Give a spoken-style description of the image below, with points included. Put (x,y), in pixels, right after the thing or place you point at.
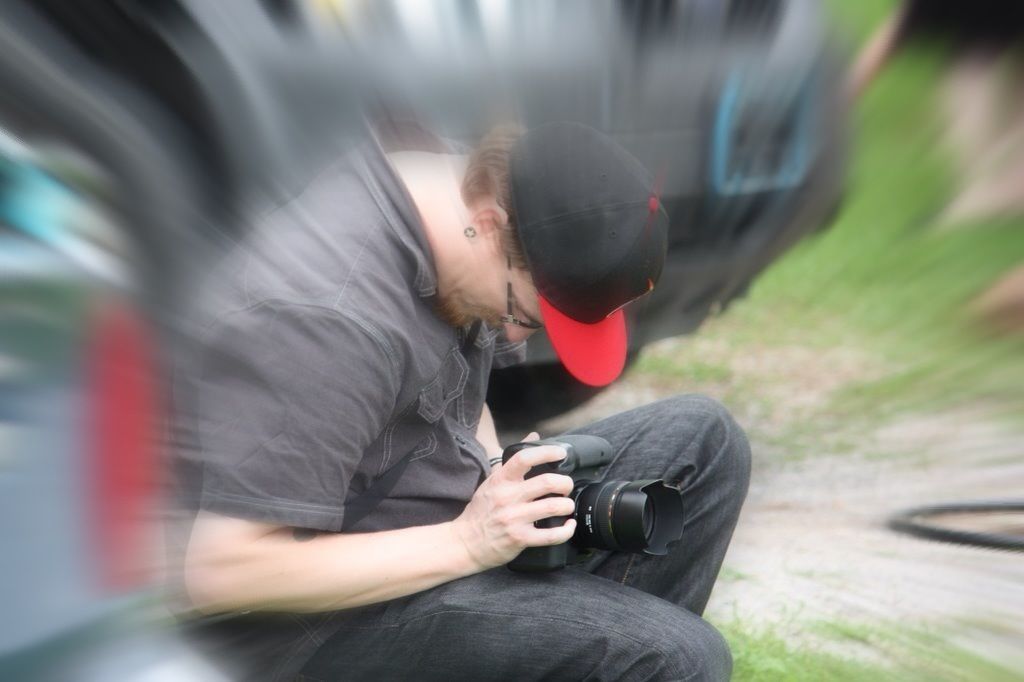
In this image, man (290,333) in grey t-shirt (277,327) and black pant (438,599) who is wearing a red and black cap (599,270) is holding camera (661,496) in his hands (480,498) and he is even wearing spectacles (519,319). This image is a blurred image and on background (846,293), we see grass (891,308) on the ground (882,282).
